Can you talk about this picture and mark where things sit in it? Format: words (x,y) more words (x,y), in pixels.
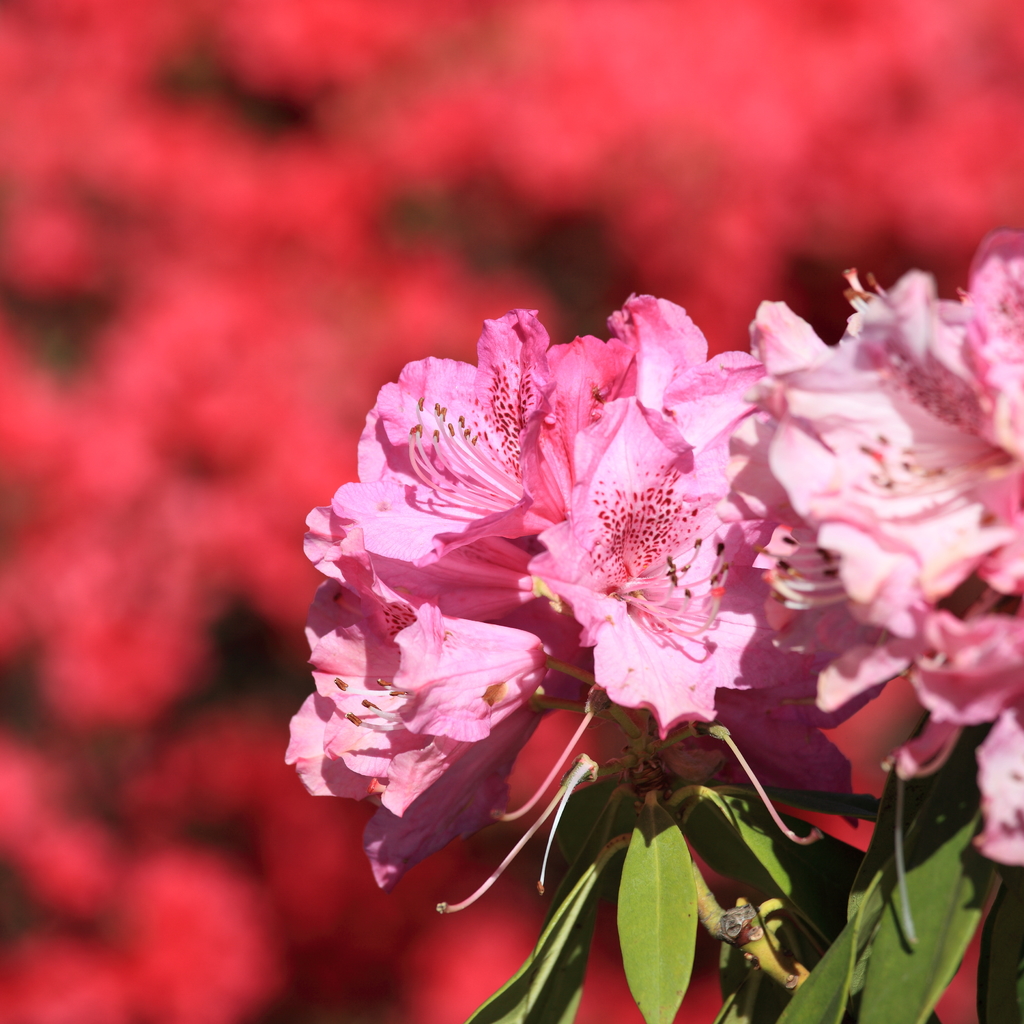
On the right side (962,729), there are pink colour flowers (963,535) and green color leaves (929,872) of a tree (755,381). And the background (197,763) is blurred.
